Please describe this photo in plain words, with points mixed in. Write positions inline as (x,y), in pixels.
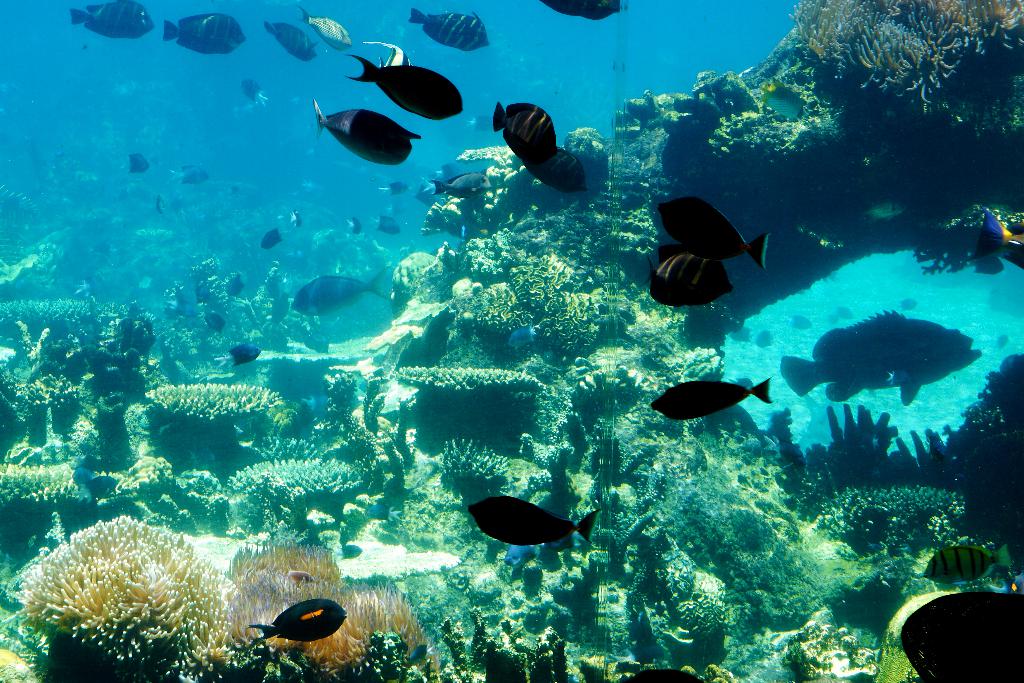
This is the inside view of water (223,241) where we can see fishes (104,15) and aquatic plants (548,504).
